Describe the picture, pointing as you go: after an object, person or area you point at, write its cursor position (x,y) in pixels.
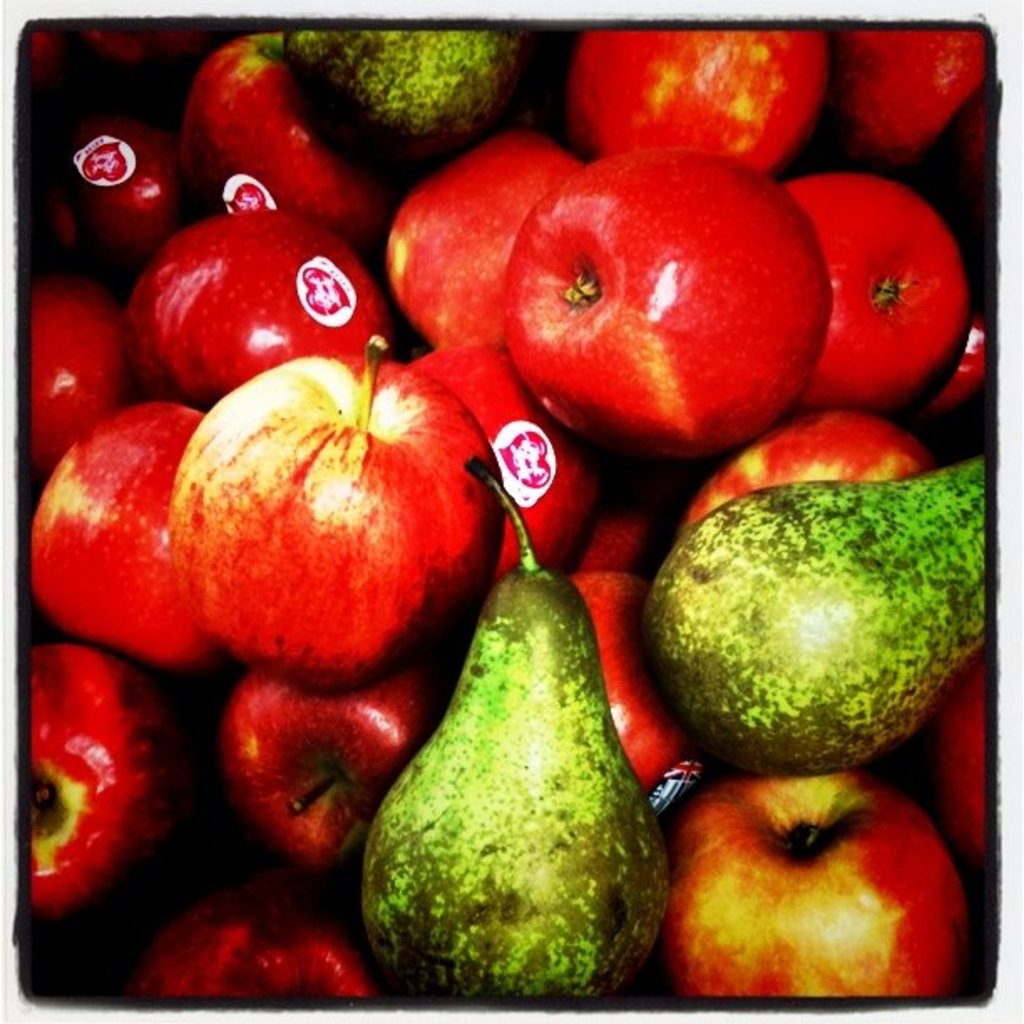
In this image i can see many types of fruits (401,387).
